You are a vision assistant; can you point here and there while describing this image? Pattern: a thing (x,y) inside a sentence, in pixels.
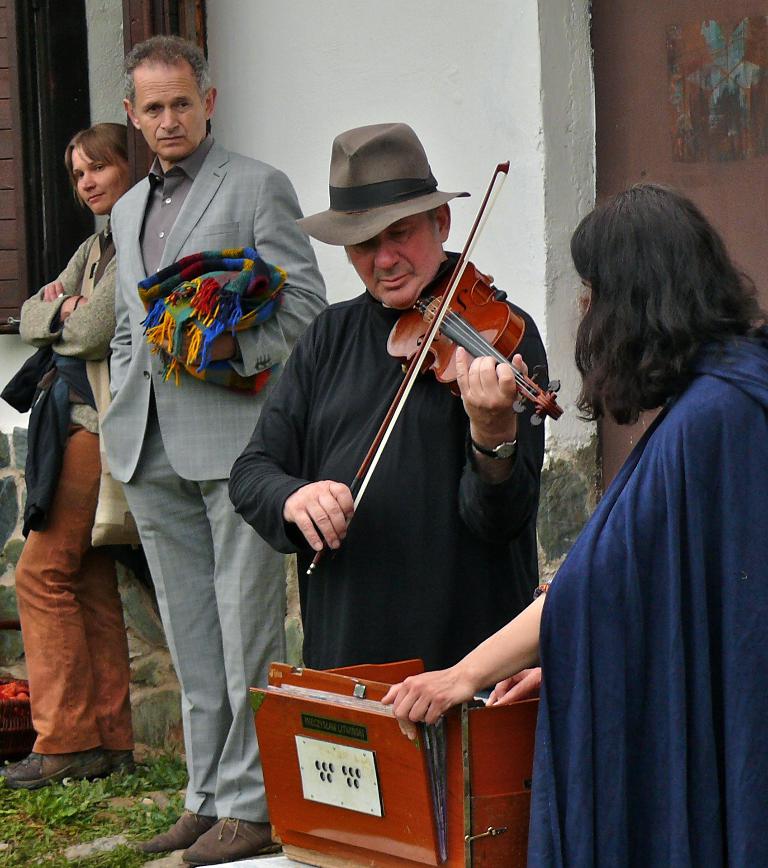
In this picture we can see two men (205,187) and two woman (61,287) where here man (378,348) holding violin (447,313) and playing it where this woman (660,332) is playing accordion (385,731) and in background (315,58) we can see wall (385,74).
